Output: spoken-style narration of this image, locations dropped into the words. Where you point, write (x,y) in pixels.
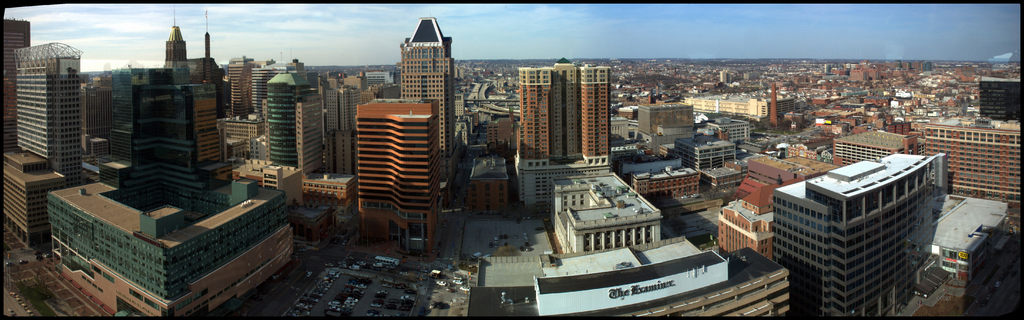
At the bottom (369,287), we see the road (310,281) and the vehicles (327,281) are parked on the road (424,279). We see some vehicles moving on the road (450,242). In the left bottom (49,253), we see the vehicles (317,292) moving on the road (5,302). In the middle (538,111), we see the buildings (442,166) in white, brown and grey color. There are buildings (738,99) in the background (499,82). At the top (536,35), we see the sky (579,38).
